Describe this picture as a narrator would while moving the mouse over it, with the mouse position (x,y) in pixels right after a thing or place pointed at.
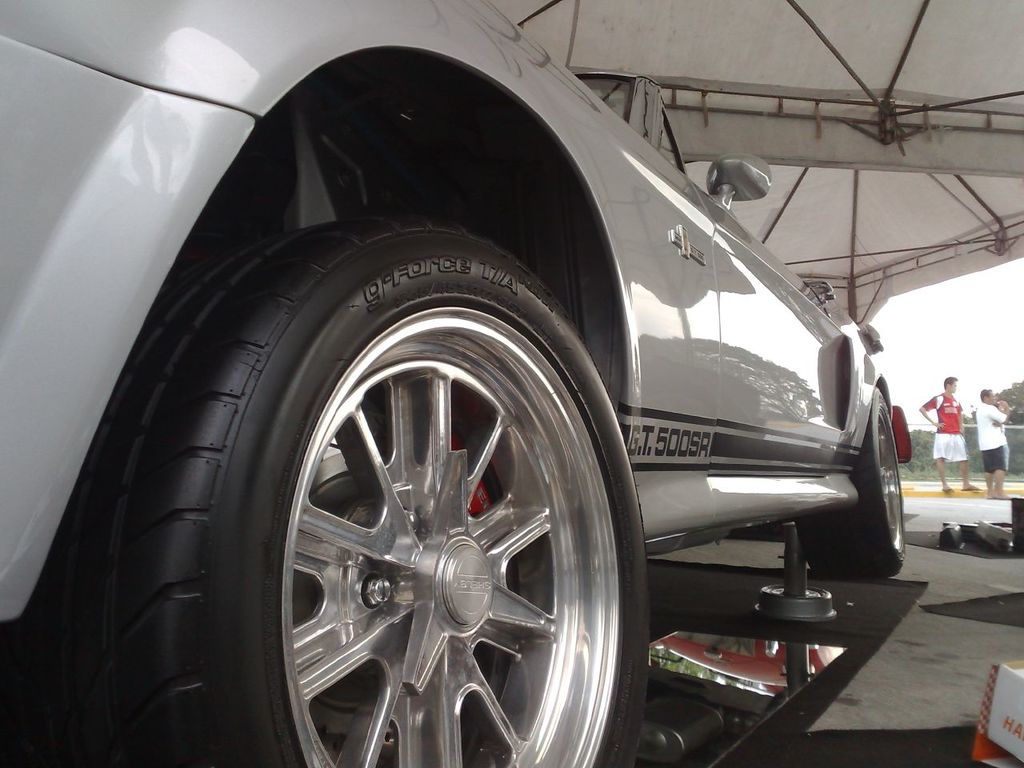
This image is taken outdoors. On the left side of the image (220,305) a car (585,359) is parked on the floor (913,656). On the right side of the image (1023,714) there is a cardboard box (995,687) and a few things (990,543) on the floor (1008,578). Two men (945,430) are standing on the floor (938,494). In the background (969,447) there are a few trees (972,432). At the top of the image (827,63) there is a tent (886,245) and there are a few iron bars (881,118).
